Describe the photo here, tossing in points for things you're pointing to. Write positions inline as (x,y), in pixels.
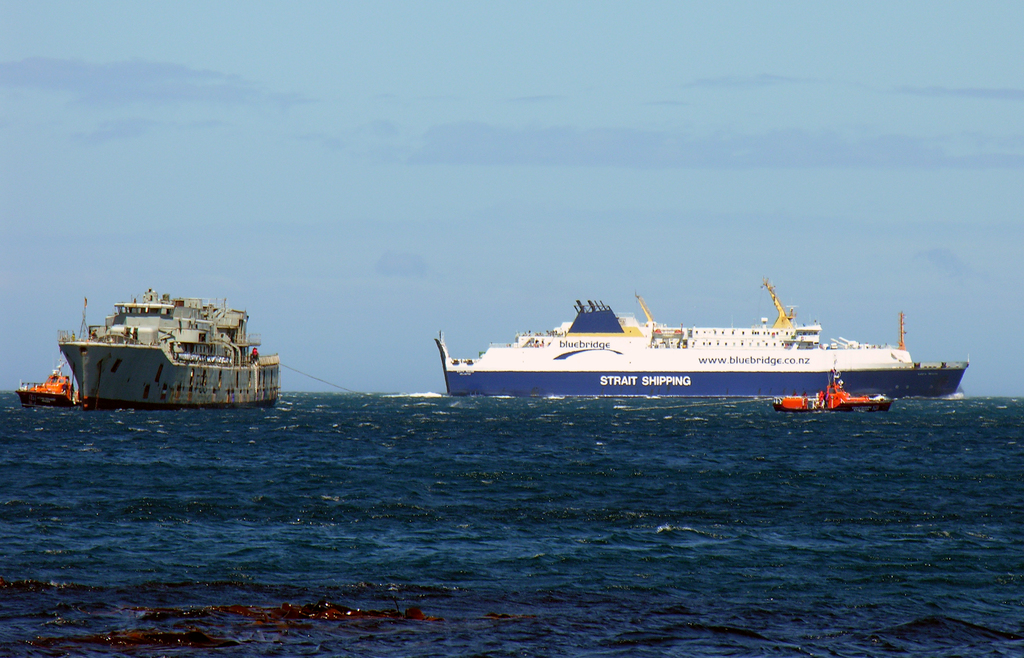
In this picture we can see few ships (534,354) on the water (424,474).
